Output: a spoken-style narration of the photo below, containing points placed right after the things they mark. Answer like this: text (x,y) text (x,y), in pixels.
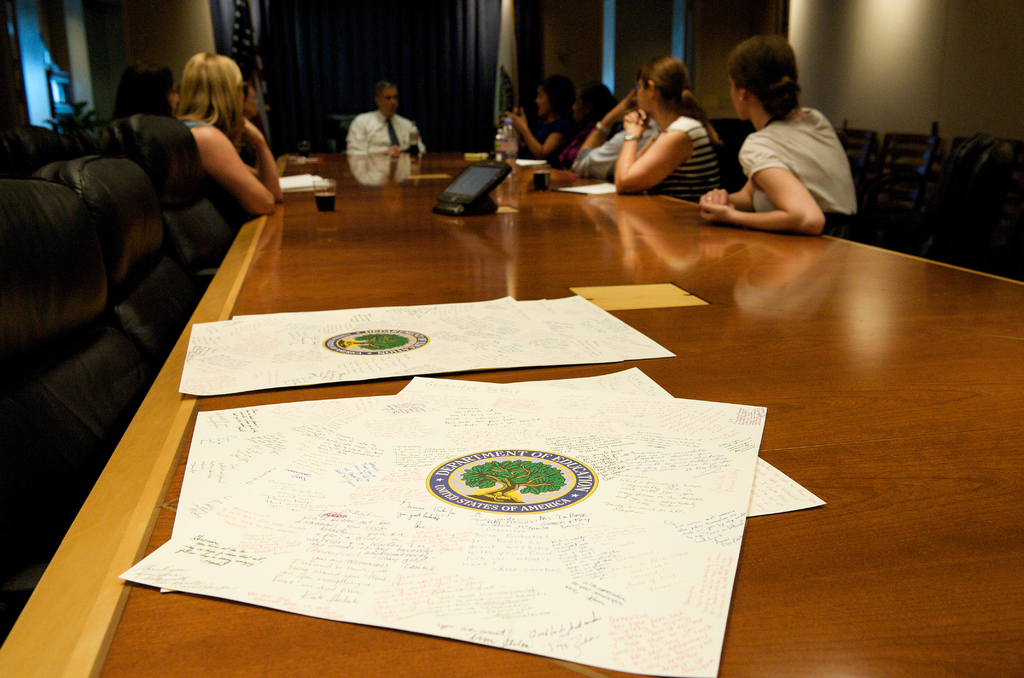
In this image I can see the group of people (611,171) sitting in-front of the table (572,196). On the table (353,182) there are papers (499,520), glasses (325,201), and the bottle (502,140).
